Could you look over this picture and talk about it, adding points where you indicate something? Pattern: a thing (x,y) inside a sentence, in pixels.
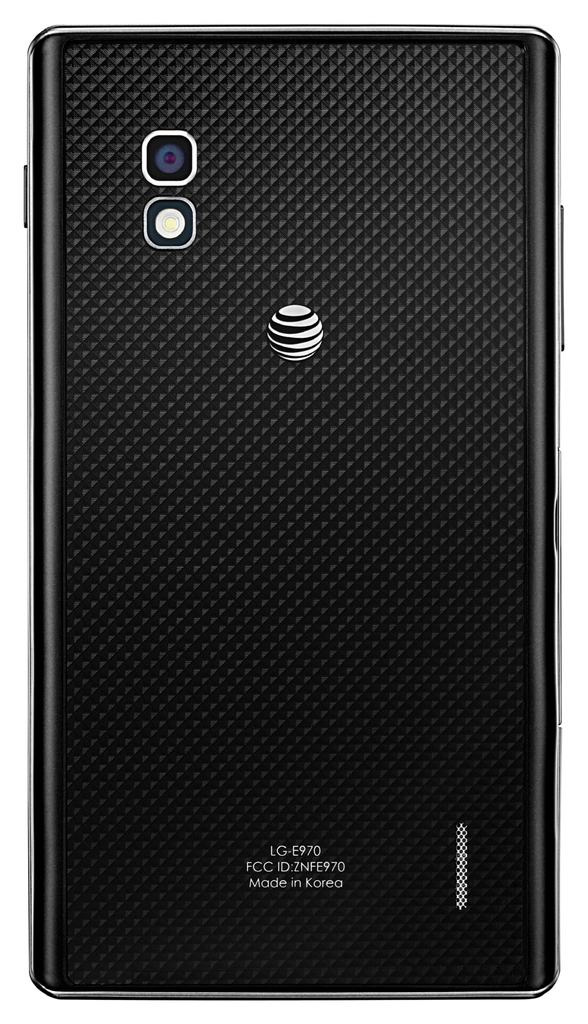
This is the backside view of a mobile (256,358). In this image we can see the camera lens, logo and the text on the mobile (237,388). The background of the image (102,10) is white.
